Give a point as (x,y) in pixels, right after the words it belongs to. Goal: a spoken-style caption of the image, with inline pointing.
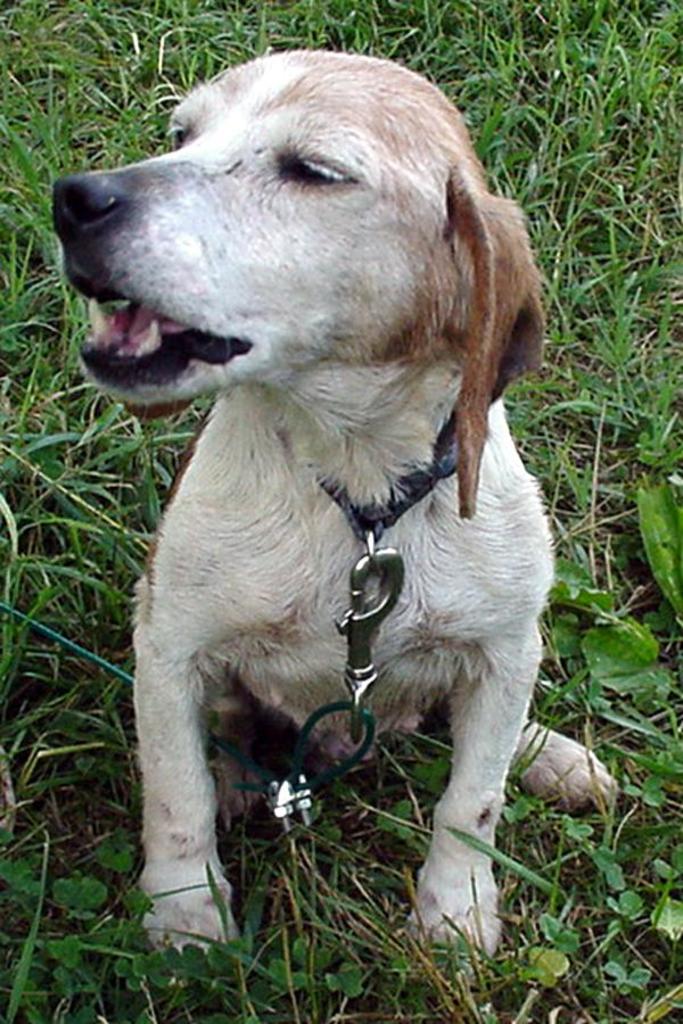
In this image I can see a dog (427,111) is sitting on the grass (581,688). This image is taken in the park (613,838) during a day.
